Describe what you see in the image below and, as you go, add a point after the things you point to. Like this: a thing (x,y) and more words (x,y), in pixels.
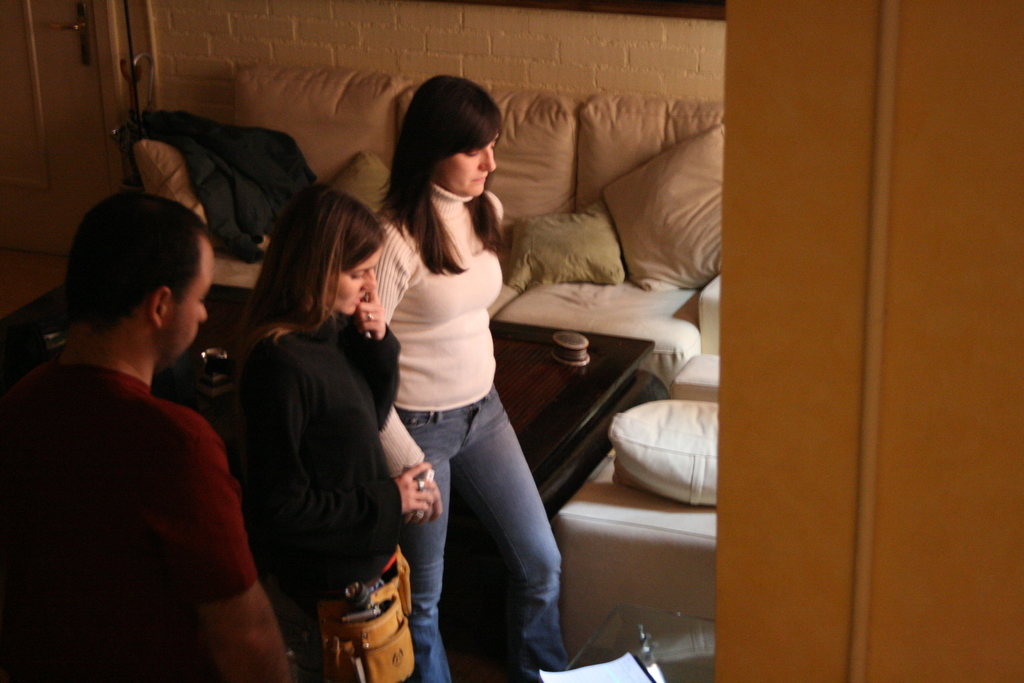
In this image I can see three persons (87,350) are standing. In the background (210,313) I can see a table (249,294), few sofas (619,304) and on it I can see number of cushions (660,167) and a cloth (197,154). On the top left side of this image (2,51) I can see a door (25,15) and on the bottom side (651,624) I can see a glass thing (652,627) and on it I can see a white colour paper (553,680).
